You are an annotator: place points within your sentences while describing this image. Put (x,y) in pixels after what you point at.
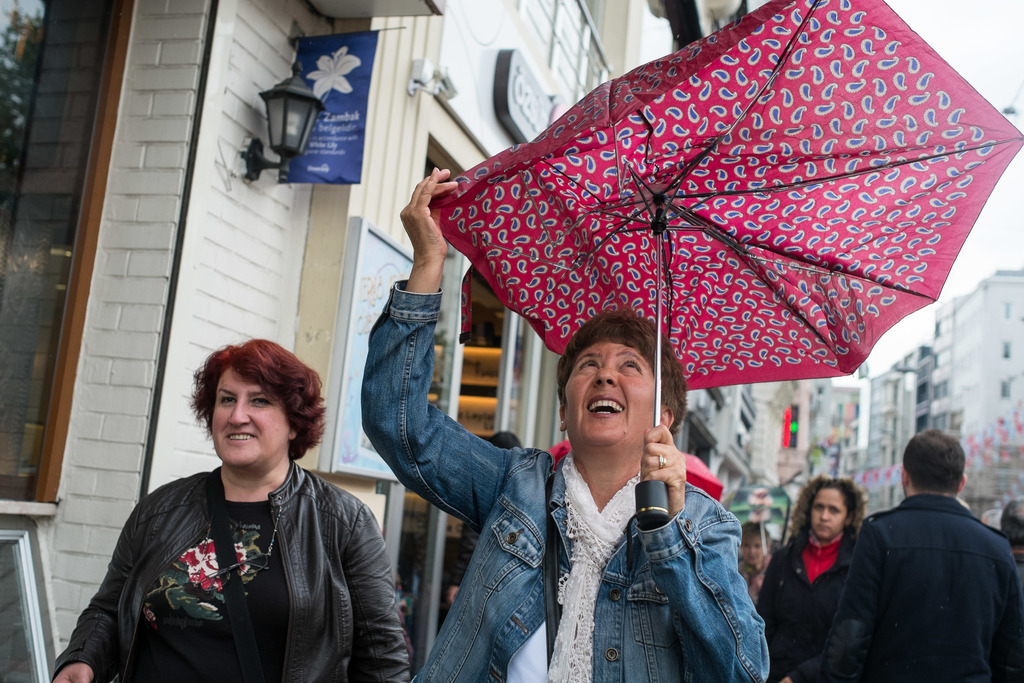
In this image I can see a person (485,602) holding an umbrella (752,310) and she is smiling, beside her I can see a woman (257,463) and she also smiling and in the middle (540,423) I can see the building (632,55) and lamp (294,121) attached to the building (259,120) and in the bottom right (935,657) I can see some persons (789,548) and the sky (982,241).
